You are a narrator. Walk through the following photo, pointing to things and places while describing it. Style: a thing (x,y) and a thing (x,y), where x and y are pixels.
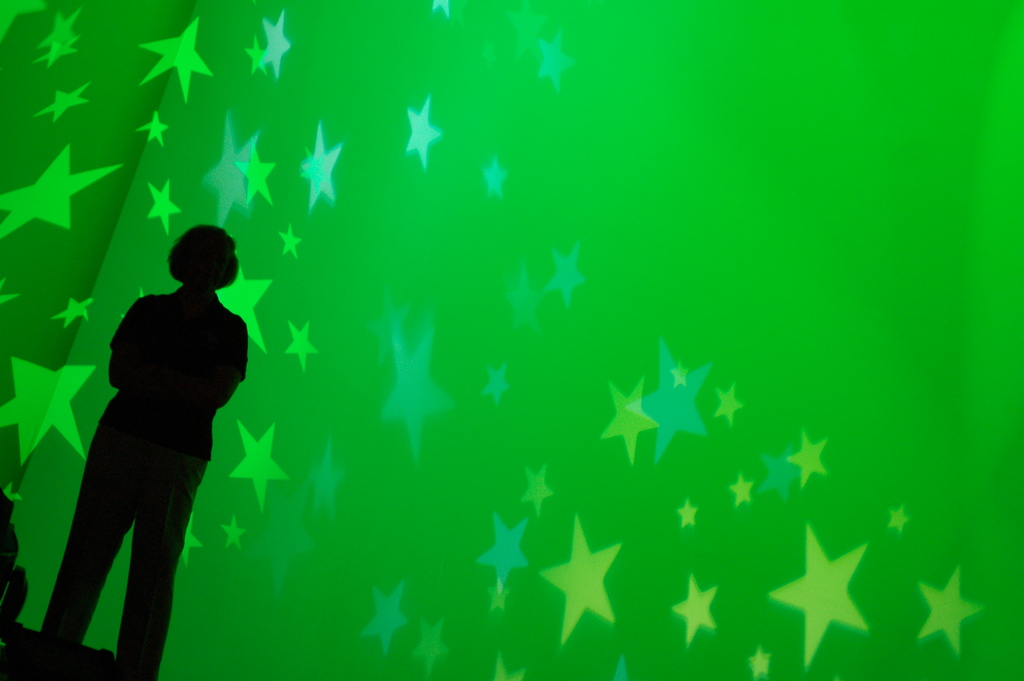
In the image on the left (113,457), we can see one person (181,405) standing. In the background (448,220) there is a wall (498,139) and lights (403,618).
